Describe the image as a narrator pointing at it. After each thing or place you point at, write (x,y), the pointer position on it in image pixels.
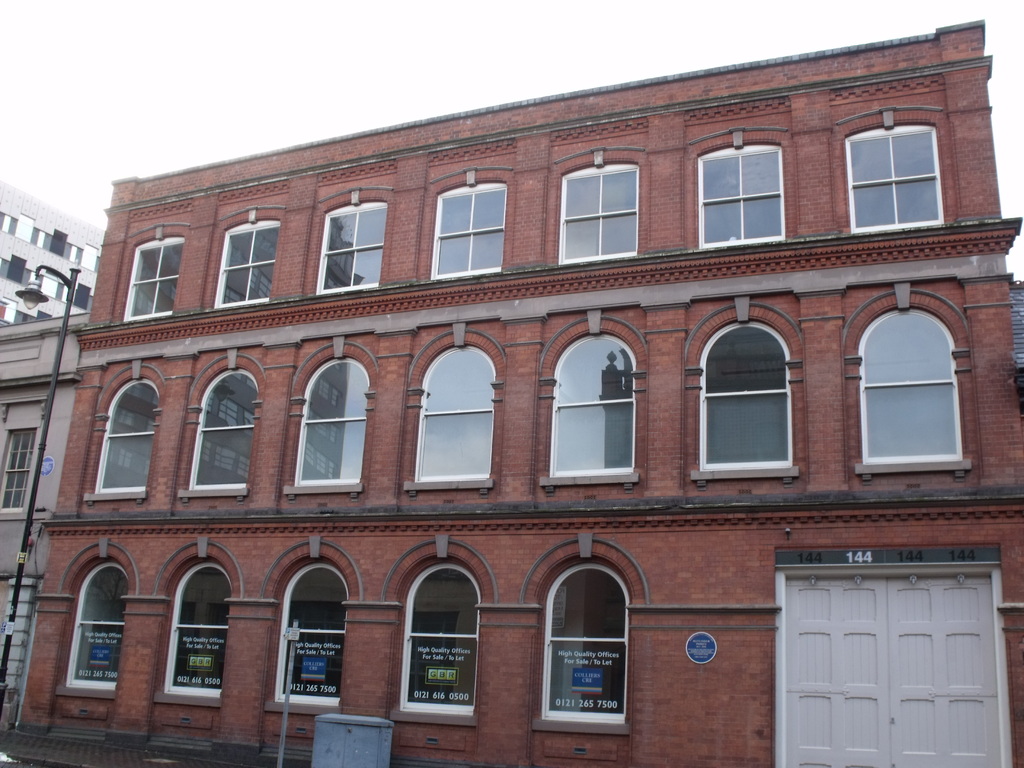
In this image in the front (384,746) there are poles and there is a bin (362,754). In the background (354,563) there are buildings (250,420) and there is a door (901,684) which is white in colour.
